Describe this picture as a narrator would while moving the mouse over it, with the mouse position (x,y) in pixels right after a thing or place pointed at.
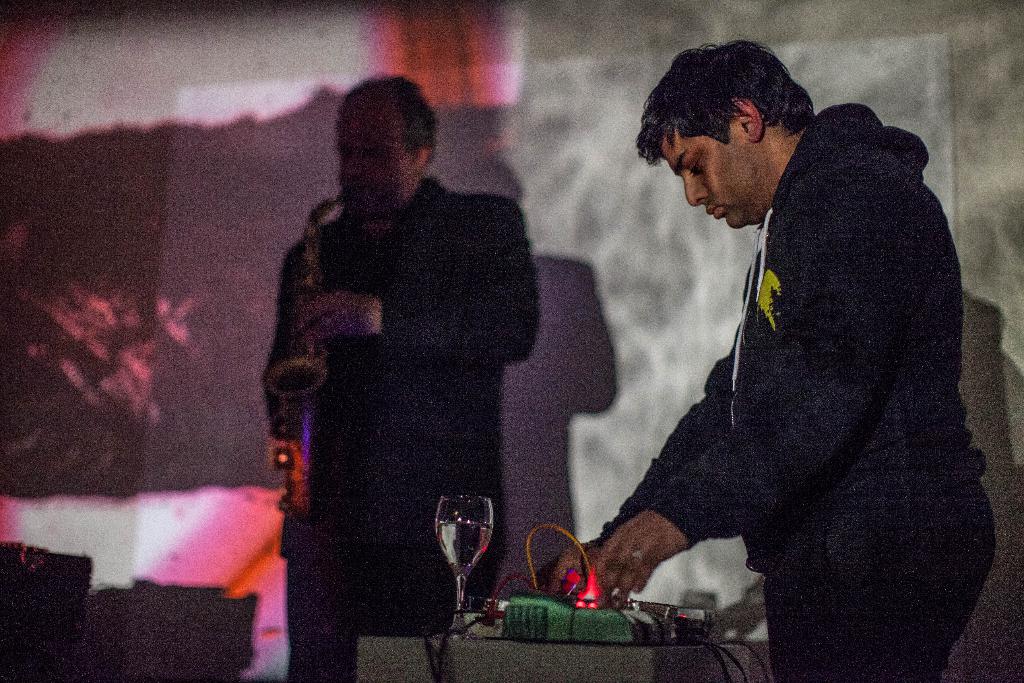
In this image we can see a person (759,509) standing on the right side of the image (769,301) and in front of him there is a table (425,659) with some objects (490,539). In the background (412,441), we can see a person (398,196) standing and playing musical instrument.
